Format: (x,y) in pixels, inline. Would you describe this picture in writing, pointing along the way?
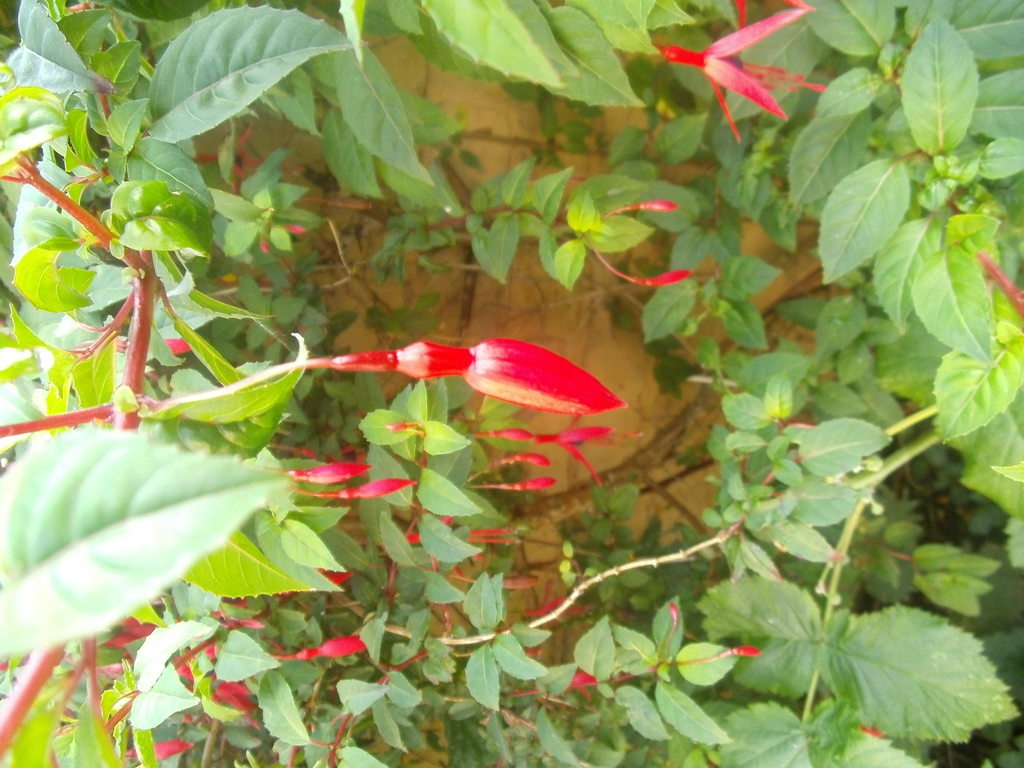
In this image there are red colour buds (484,364) to the plants (308,451). At the bottom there is sand (644,413). There are green leaves (303,116) around the buds (525,377).
